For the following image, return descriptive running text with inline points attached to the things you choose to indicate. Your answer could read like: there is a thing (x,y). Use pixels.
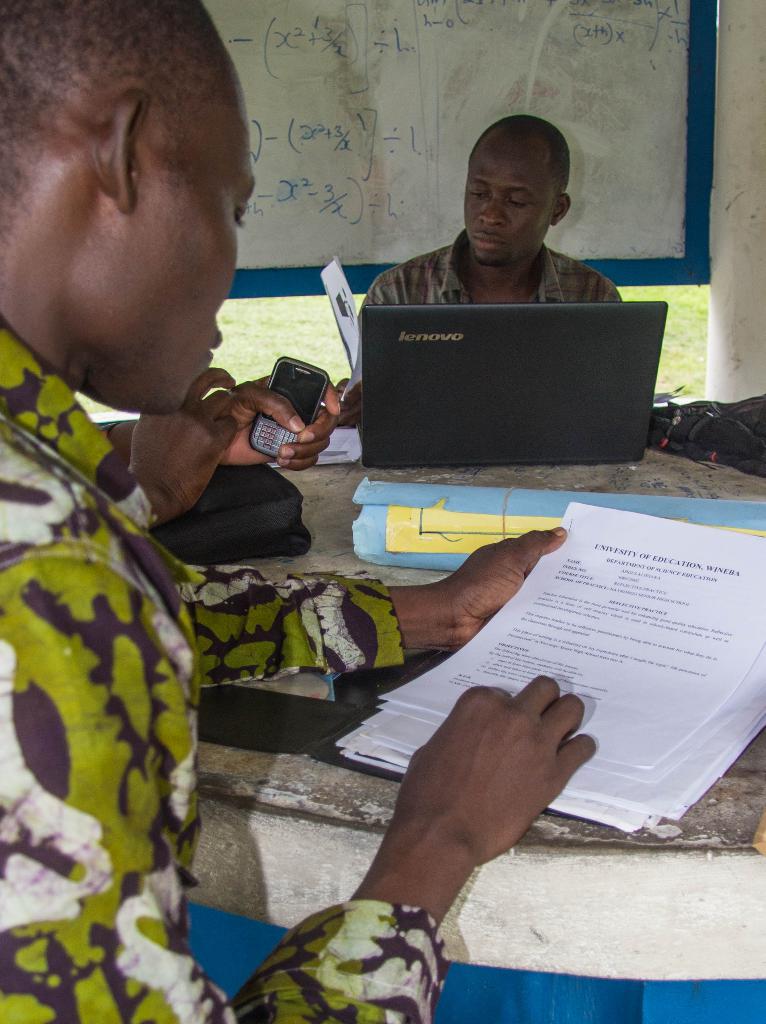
In this image I can see group of people (42,413) sitting. The person (111,679) in front (76,691) wearing green and brown color shirt (101,679) and holding few papers (457,684). I can also see a laptop (566,437), a chart (434,524) on the cream color surface (396,794). Background (622,101) I can see a white color board (320,153) attached to the pole (720,124) and the grass (688,365) is in green color.
